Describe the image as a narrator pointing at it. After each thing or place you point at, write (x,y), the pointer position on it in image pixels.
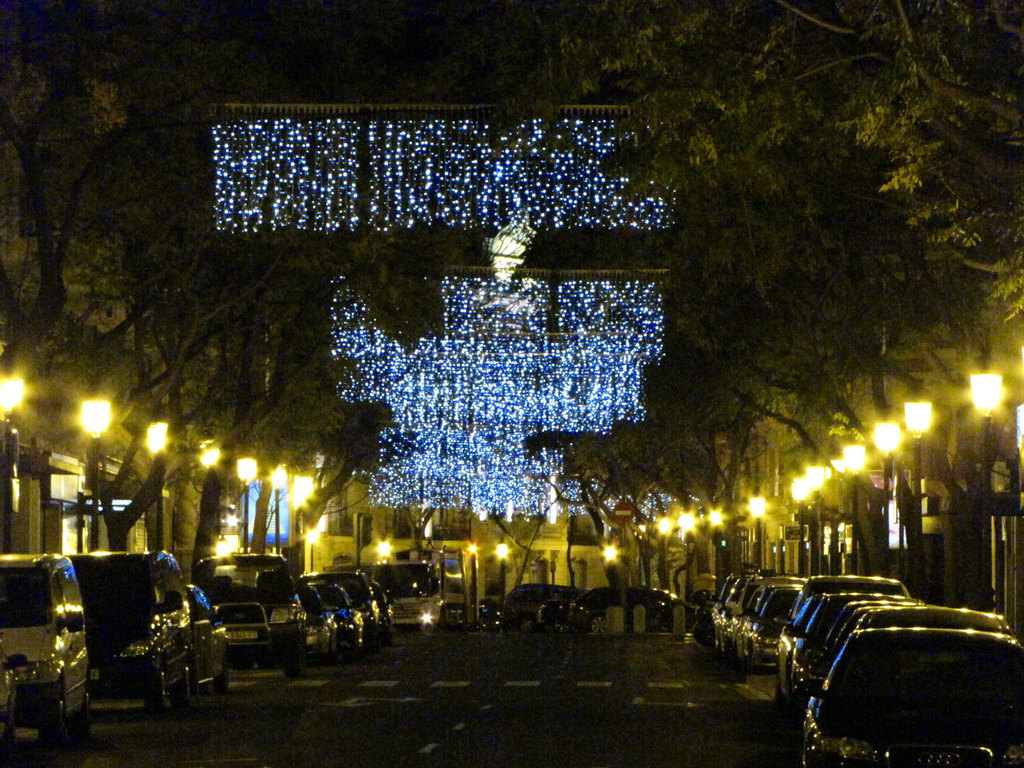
In this image we can see road (645,696), vehicles (839,757), lights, trees (566,436), and buildings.
